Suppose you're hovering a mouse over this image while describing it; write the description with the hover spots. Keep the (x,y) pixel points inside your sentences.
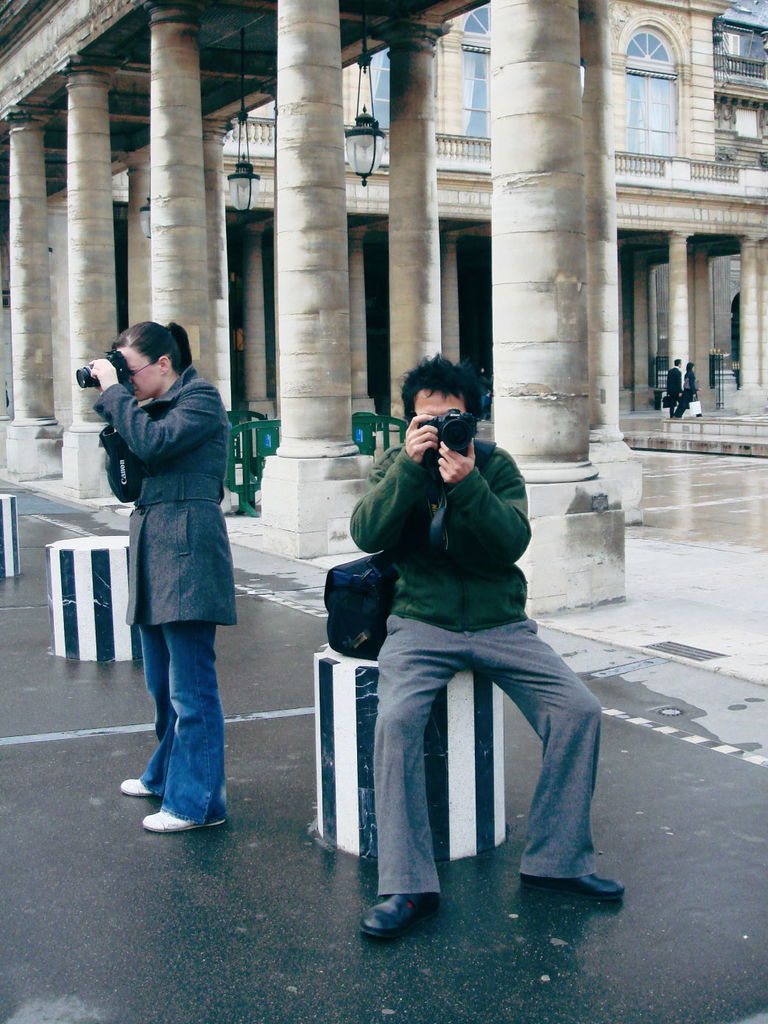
In this image we can see two persons (430,631) clicking pictures with camera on the road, a person (412,611) is sitting on the bench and wearing a handbag (385,618), in the background (583,598) there are pillars (546,206), lights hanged to the ceiling (221,42) and there is a building (644,277) and two people (675,390) walking in front of the building (644,362).
